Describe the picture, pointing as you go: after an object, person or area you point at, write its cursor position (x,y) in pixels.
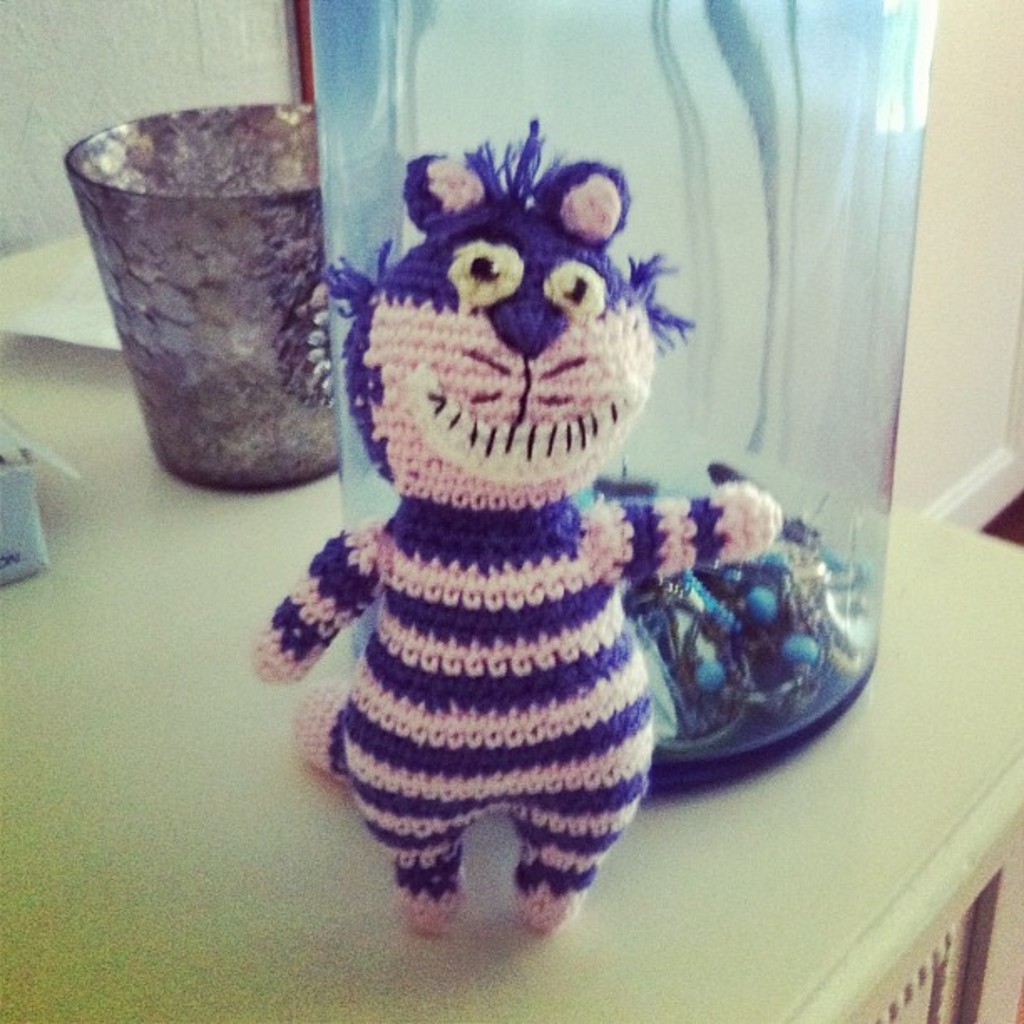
In this picture we can see a toy (639,332) in the front (601,195), there is a bottle (682,254) in the middle (639,446), on the left side (278,220) we can see a glass (278,222), it looks like a wall (208,101) in the background (154,75).
